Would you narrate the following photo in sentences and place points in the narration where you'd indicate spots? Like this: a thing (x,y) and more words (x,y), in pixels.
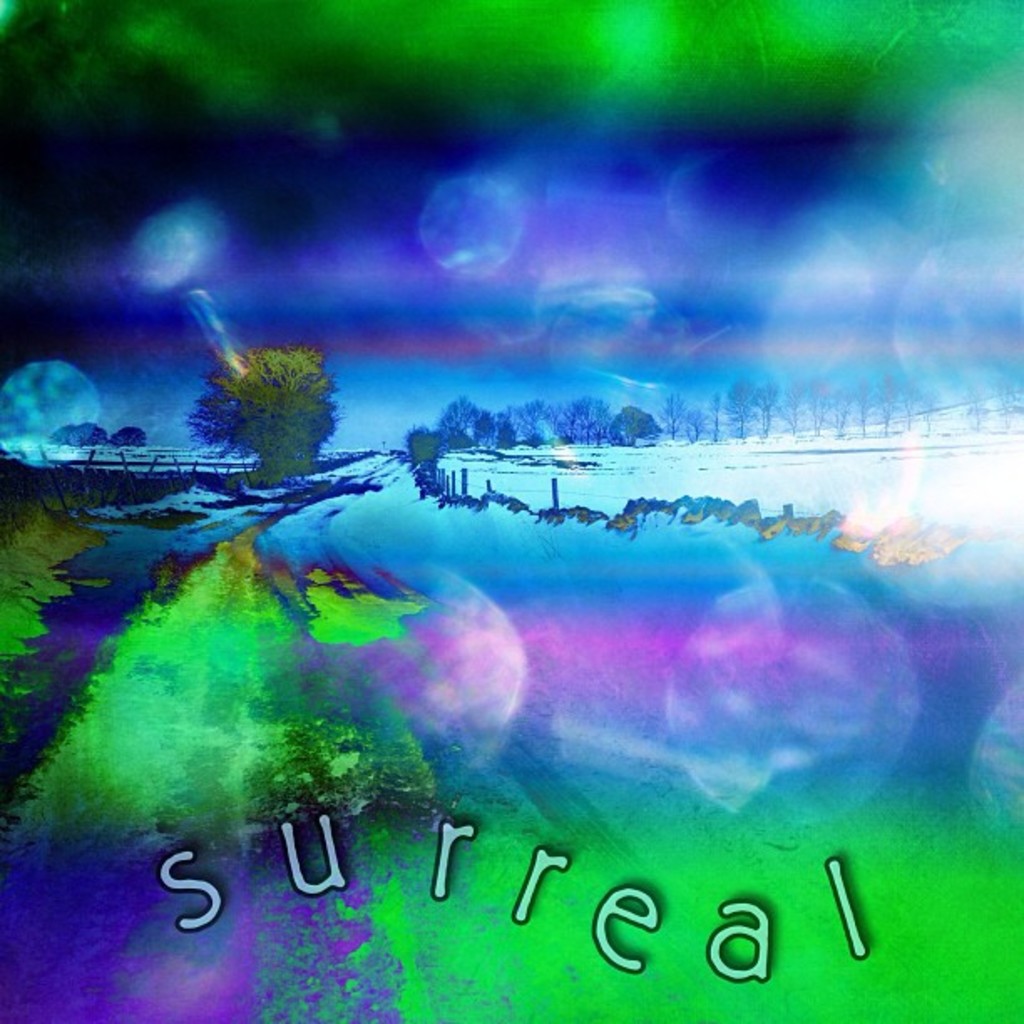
It is an edited picture. In this image, we can see so many trees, poles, snow (550,489) and sky (404,398). At the bottom of the image (609,934), we can see some text (345,869).
